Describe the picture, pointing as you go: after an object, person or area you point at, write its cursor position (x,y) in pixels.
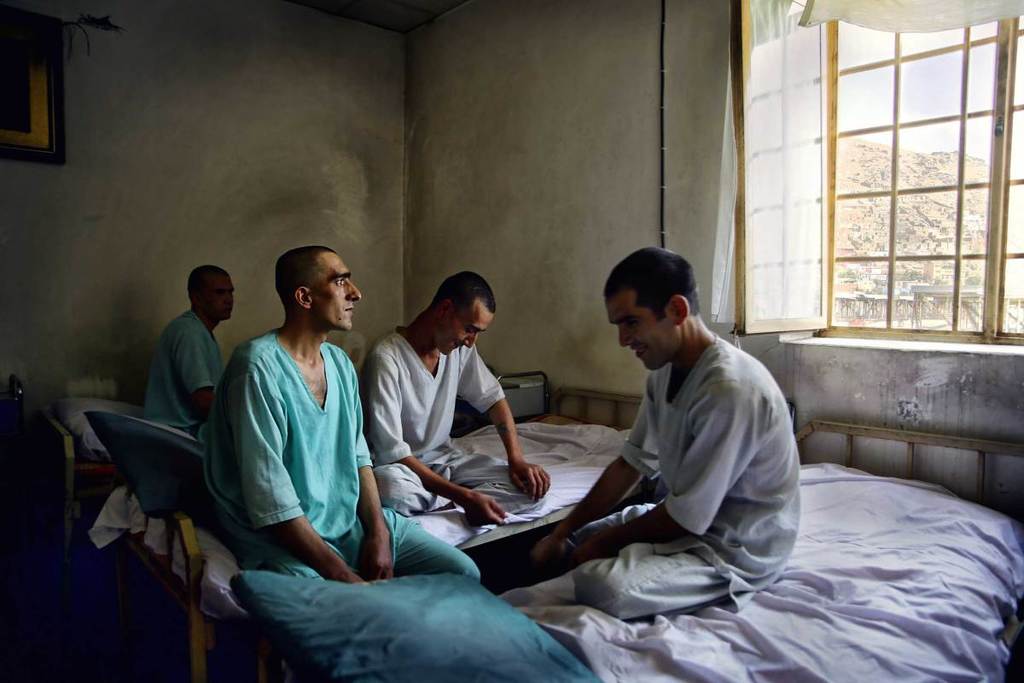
This picture is clicked inside the room (301,492). In the center (358,378) we can see the group of persons (488,375) sitting on the beds (435,525) and we can see the pillows (127,453) and some other objects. In the background (521,145) we can see the wall (363,159), picture frame (14,13) hanging on the wall (378,99) and we can see the curtains (807,17) and a window (919,211) and through the window (895,103) we can see the sky (919,106), rock (910,157) and some other objects (896,289).
